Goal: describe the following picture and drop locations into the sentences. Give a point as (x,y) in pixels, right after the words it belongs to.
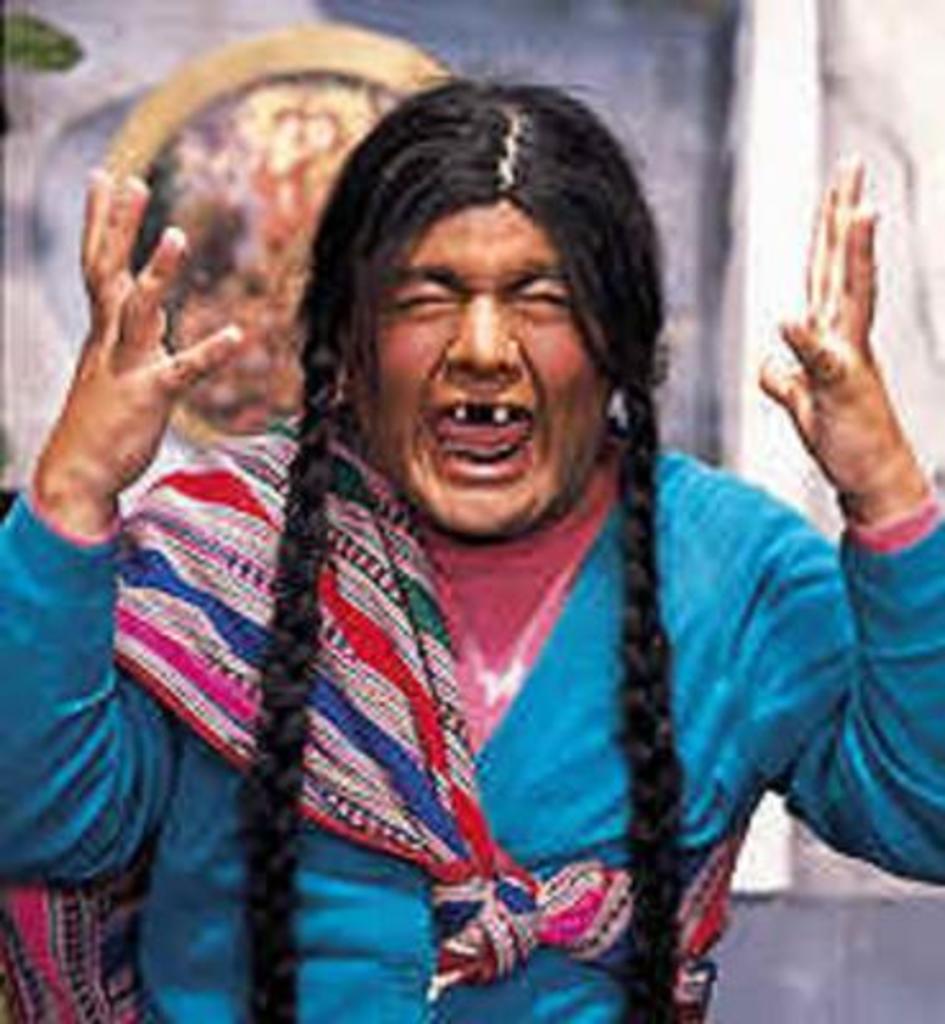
In this image I can see the person (617,510) is wearing blue and pink color dress (569,605). Background (154,26) is blurred.
